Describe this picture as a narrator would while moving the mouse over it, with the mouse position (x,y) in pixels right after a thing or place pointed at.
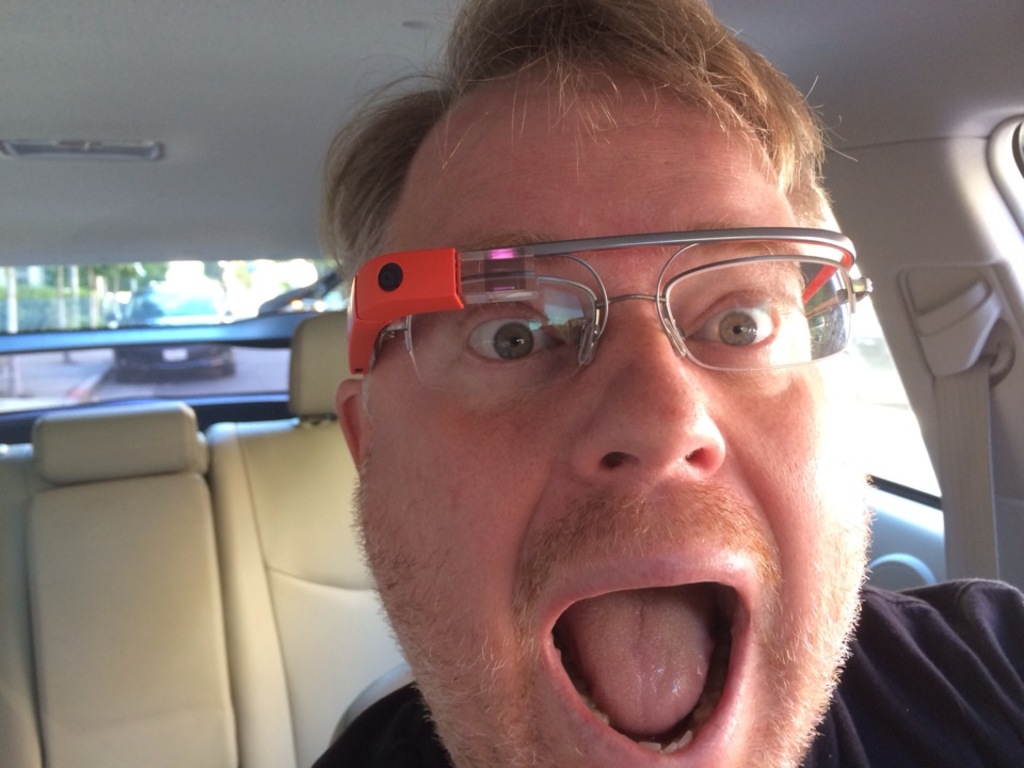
In this image we can see the inside view of the car (100,240) and we can also see the person (616,334) wearing spectacles (418,329).
